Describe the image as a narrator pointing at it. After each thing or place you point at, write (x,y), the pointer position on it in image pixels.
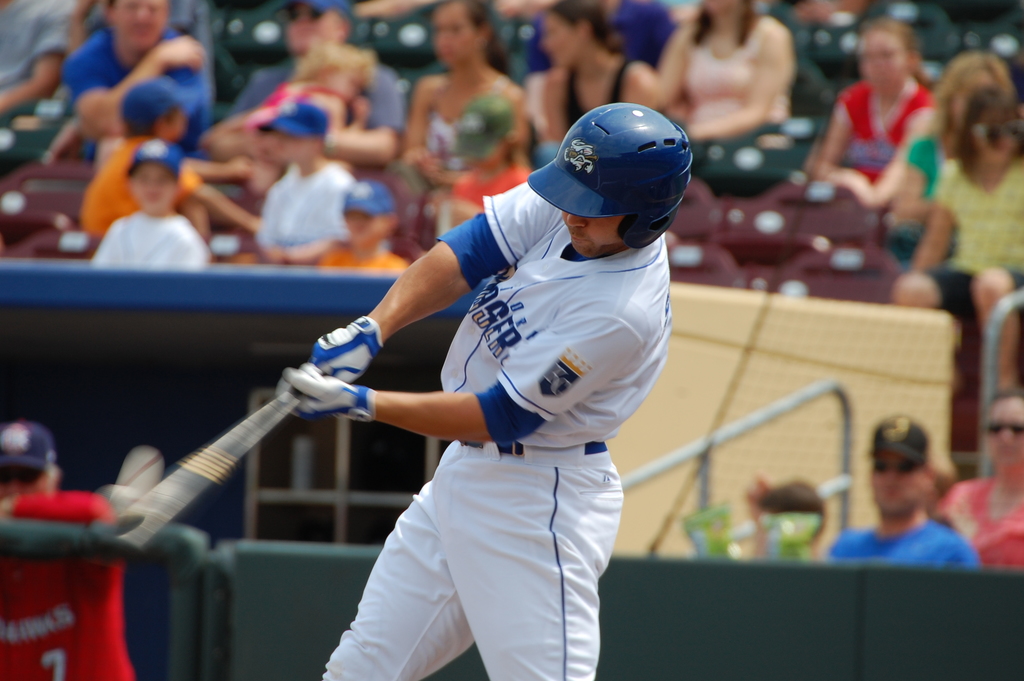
This picture shows a man (466,397) playing baseball. He wore a helmet (566,209) on his head (578,224) and holding a baseball bat (227,468) in his hand (323,347) and hitting the ball (134,498) and we see audience (527,5) seated on the chairs (835,190) and watching and we see few of them wore caps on their heads (883,491) and couple of them wore sunglasses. He wore gloves (341,336) to his hands (346,324).
